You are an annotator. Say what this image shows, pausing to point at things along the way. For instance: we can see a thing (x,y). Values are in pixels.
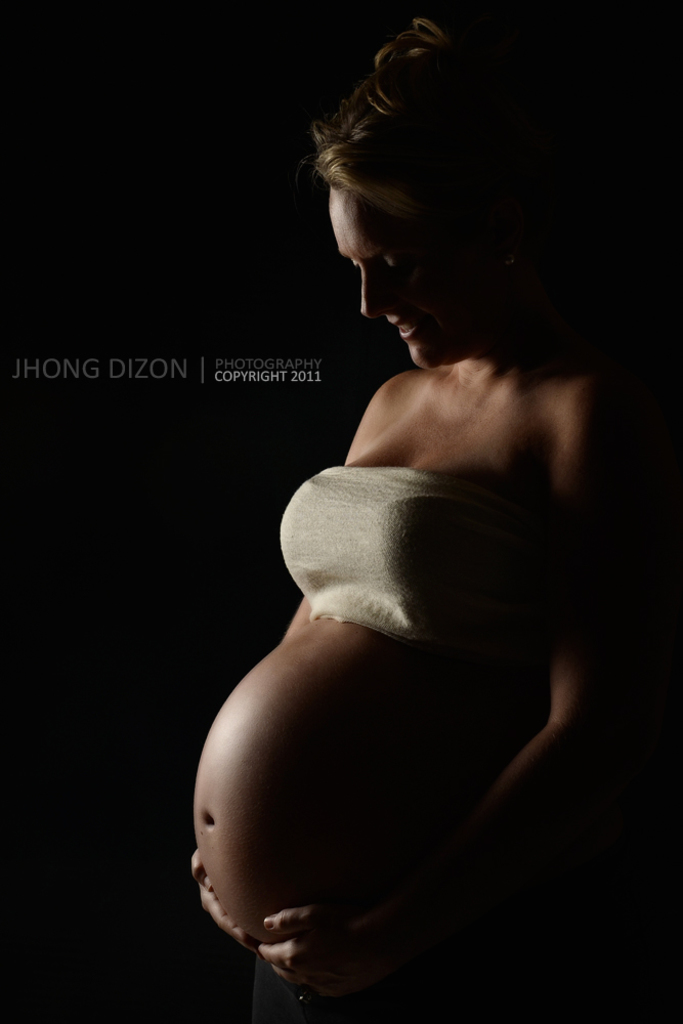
In this image there is a woman (500,508) with a smile on her face (413,344) is touching her womb (391,774) with her hands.
